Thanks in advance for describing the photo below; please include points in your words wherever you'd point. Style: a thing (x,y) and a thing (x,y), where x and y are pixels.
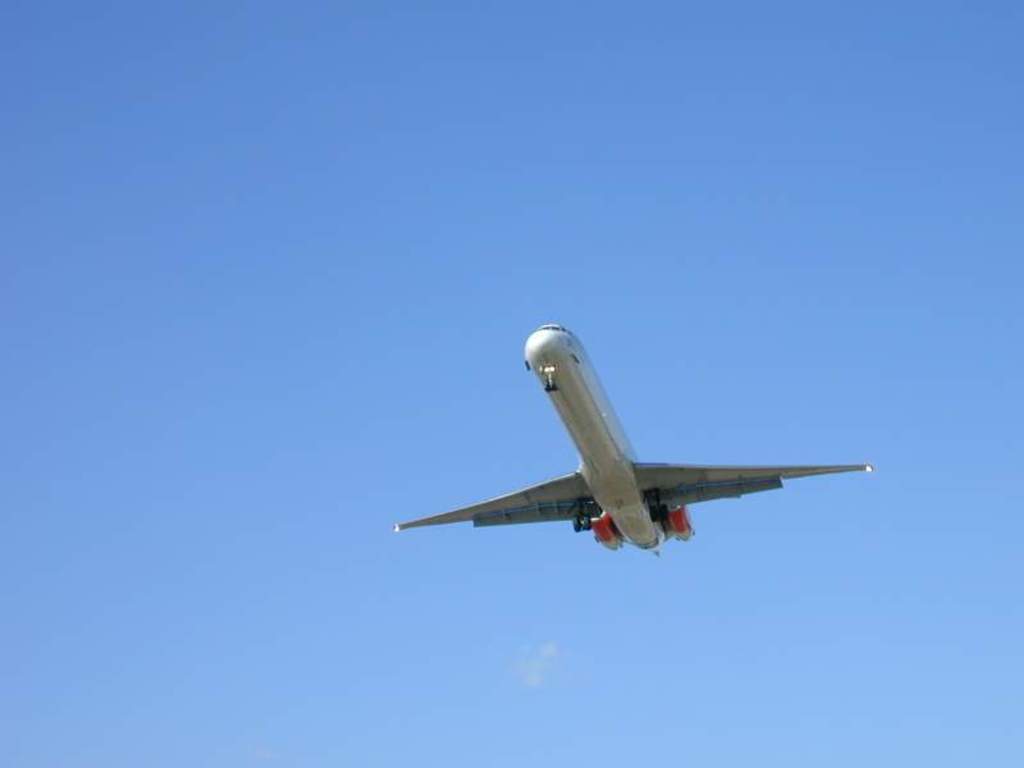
In this picture, in the middle (609,465), we can see an airplane (687,479) flying in air (609,253). In the background (646,218), we can see a sky (677,566).
